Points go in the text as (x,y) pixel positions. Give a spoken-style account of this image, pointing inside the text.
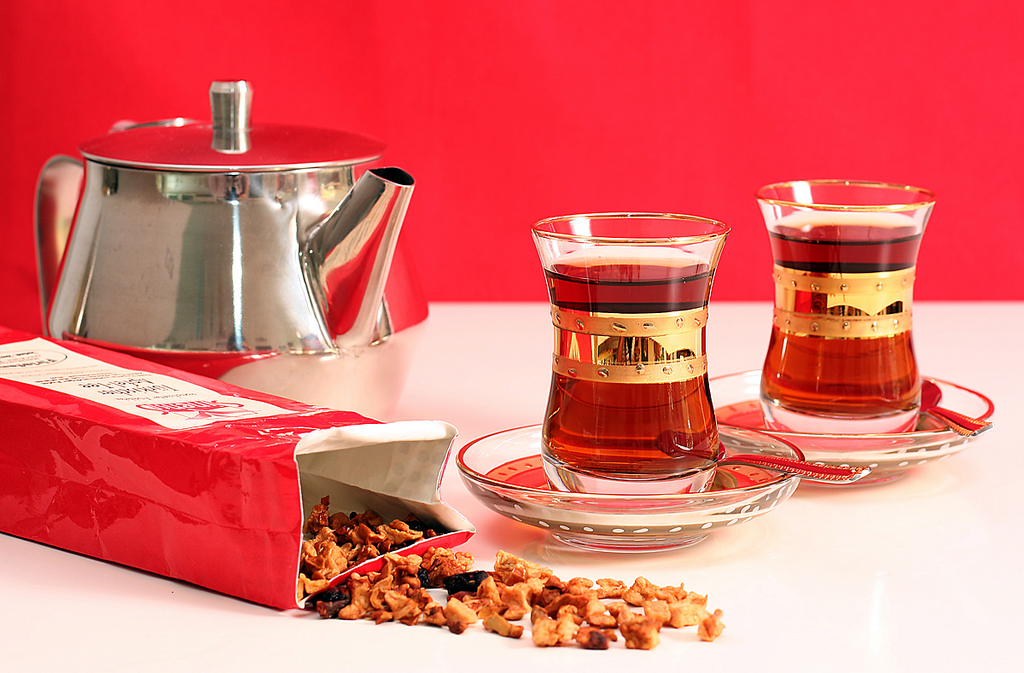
In this picture we can see glasses (678,451) with drinks (823,253), spoons (946,415), dishes (757,398), food items (312,569), box (294,599), kettle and these all are placed on a white platform (995,464) and in the background (874,95) it is red.
